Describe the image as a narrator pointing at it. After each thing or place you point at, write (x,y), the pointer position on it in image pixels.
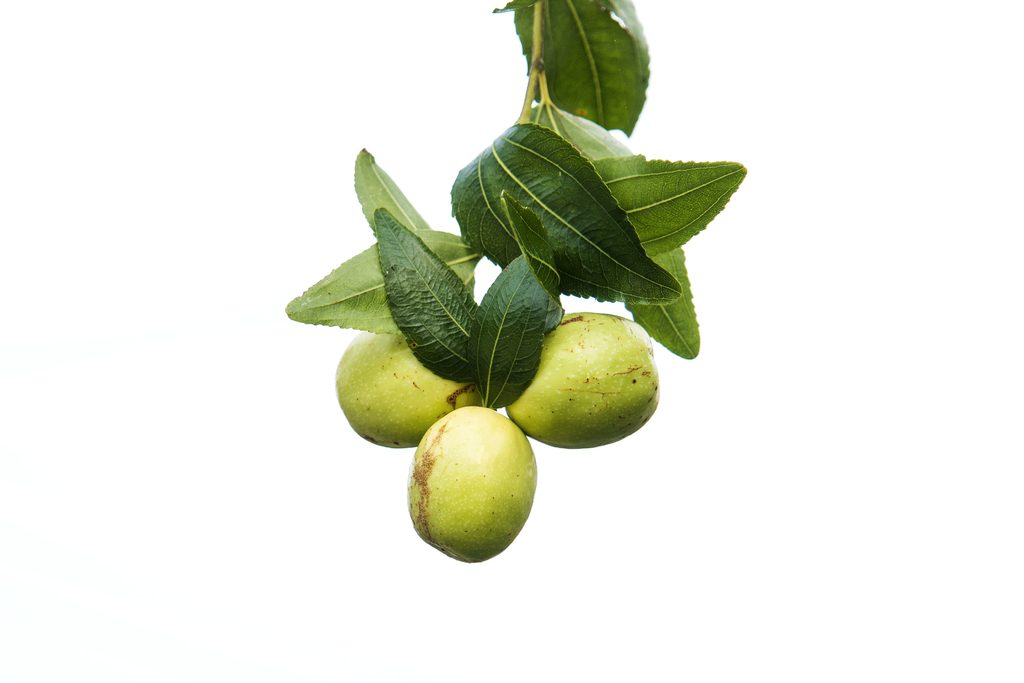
In the center of the image (526,326) there are fruits (409,364) and leaves (509,203).
